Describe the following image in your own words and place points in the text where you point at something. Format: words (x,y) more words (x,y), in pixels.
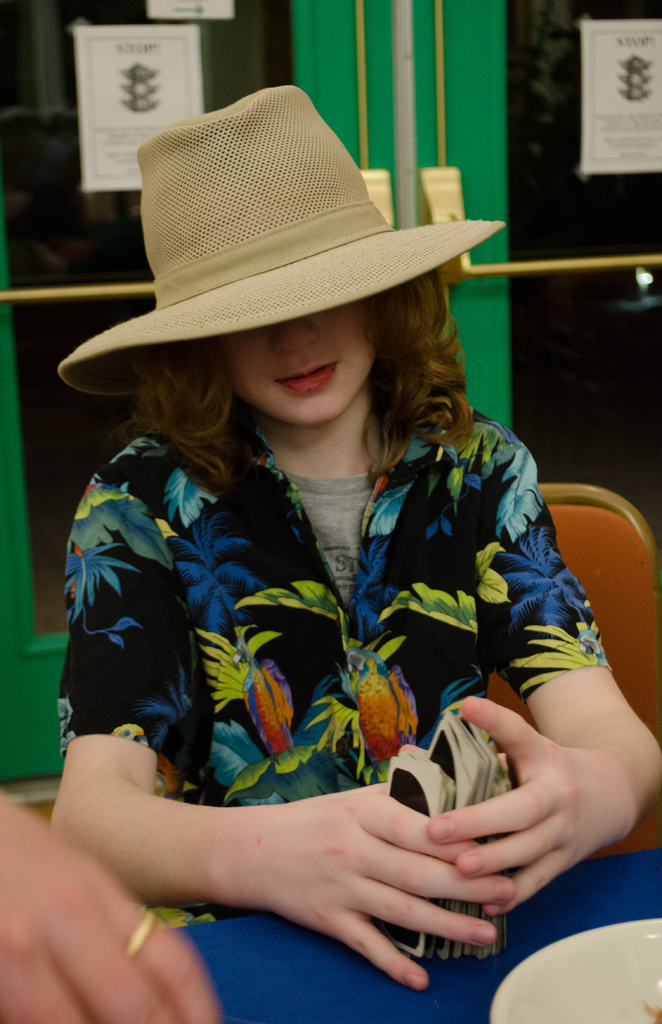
a person (365,649) is sitting wearing a floral shirt (351,778). she is wearing a hat (199,281). there are cards (442,753) in her hand (458,834). behind her there is a door (496,146).
